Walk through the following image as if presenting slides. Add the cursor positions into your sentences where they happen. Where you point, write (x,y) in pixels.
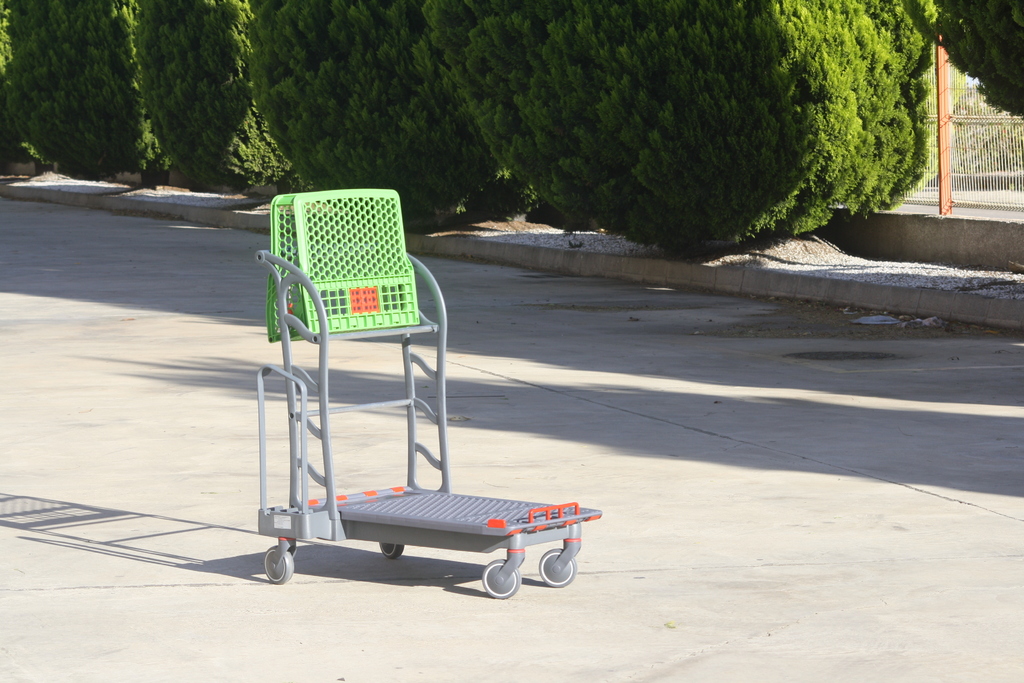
In this image we can see a metal object (410,466) and we can also see trees (707,119), fence (968,159), pole (939,116) and road (626,559).
